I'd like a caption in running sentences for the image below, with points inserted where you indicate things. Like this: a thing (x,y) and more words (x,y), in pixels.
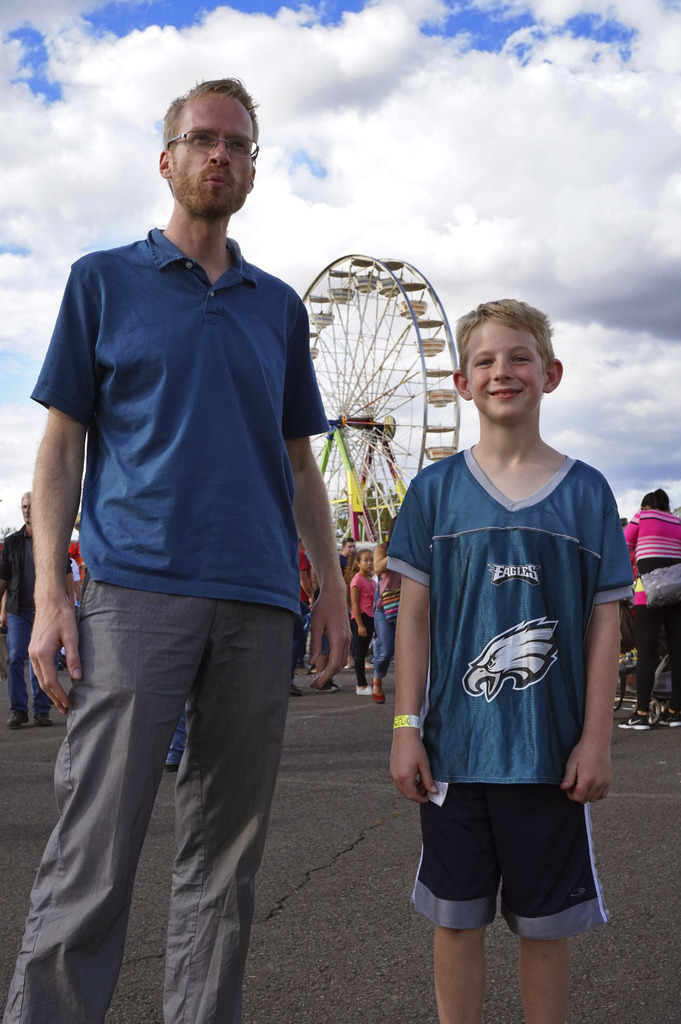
In this image, we can see some people (361,586) standing in front of the giant wheel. In the background of the image (220,56), there is a sky (631,292).
